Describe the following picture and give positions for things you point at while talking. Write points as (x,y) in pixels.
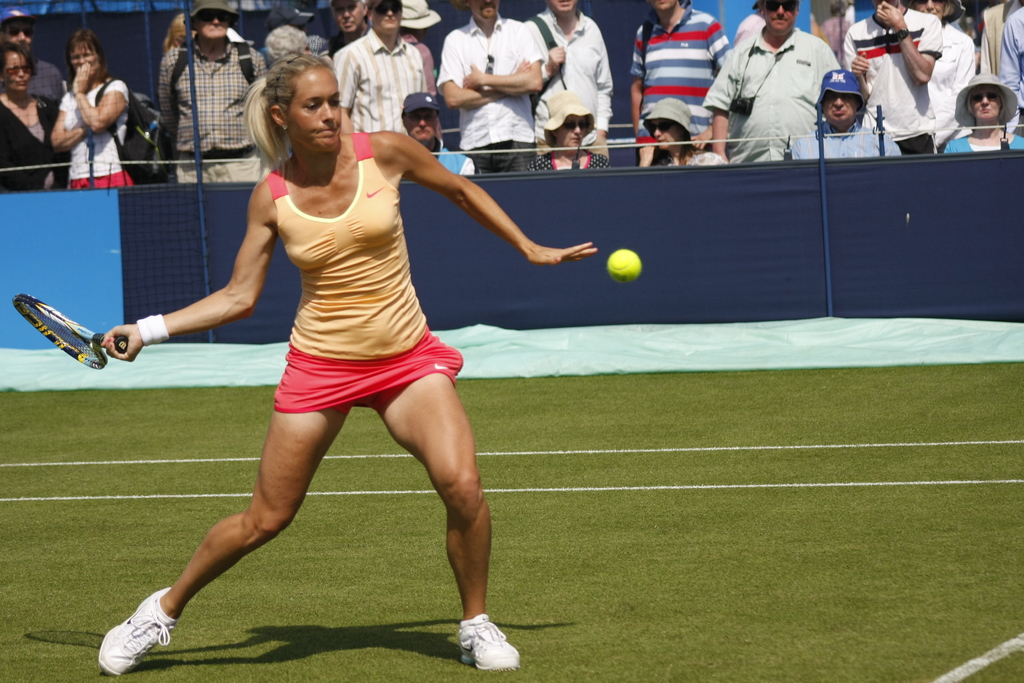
As we can see in the image there are few people (949,66) standing here and there. In the front (258,282) there is a woman (270,170) holding tennis racket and there is a ball (629,271). In the front (763,494) there is grass (708,462) and cloth (1008,333).
